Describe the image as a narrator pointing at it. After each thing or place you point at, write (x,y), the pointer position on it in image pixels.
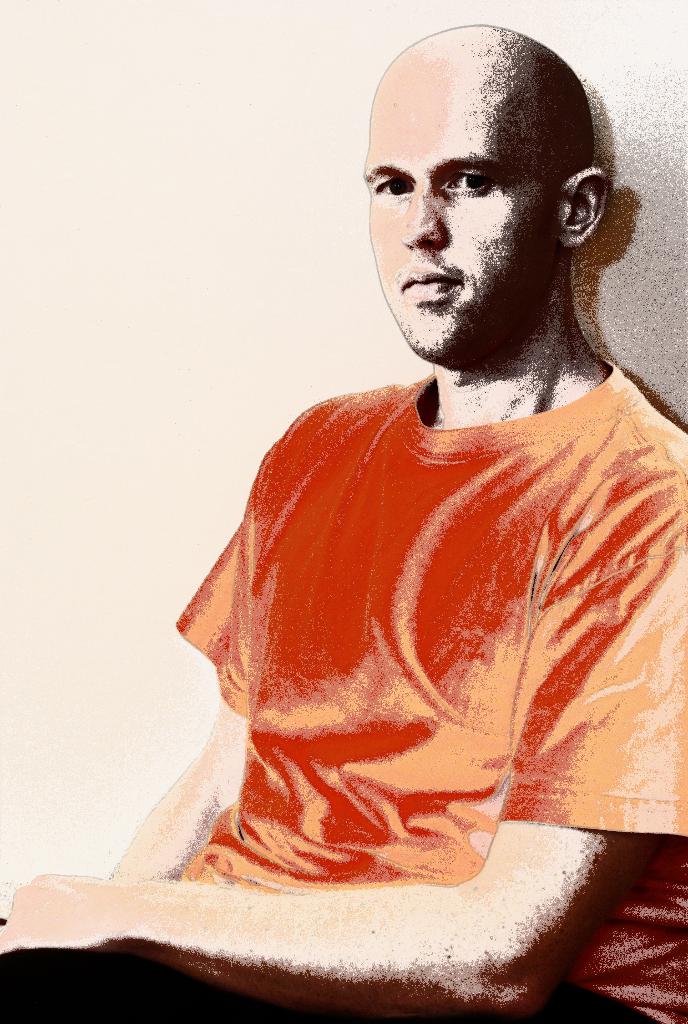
In this image we can see a person (577,434) wearing orange shirt (400,509) and black pant (166,968) with bald head (501,55).
